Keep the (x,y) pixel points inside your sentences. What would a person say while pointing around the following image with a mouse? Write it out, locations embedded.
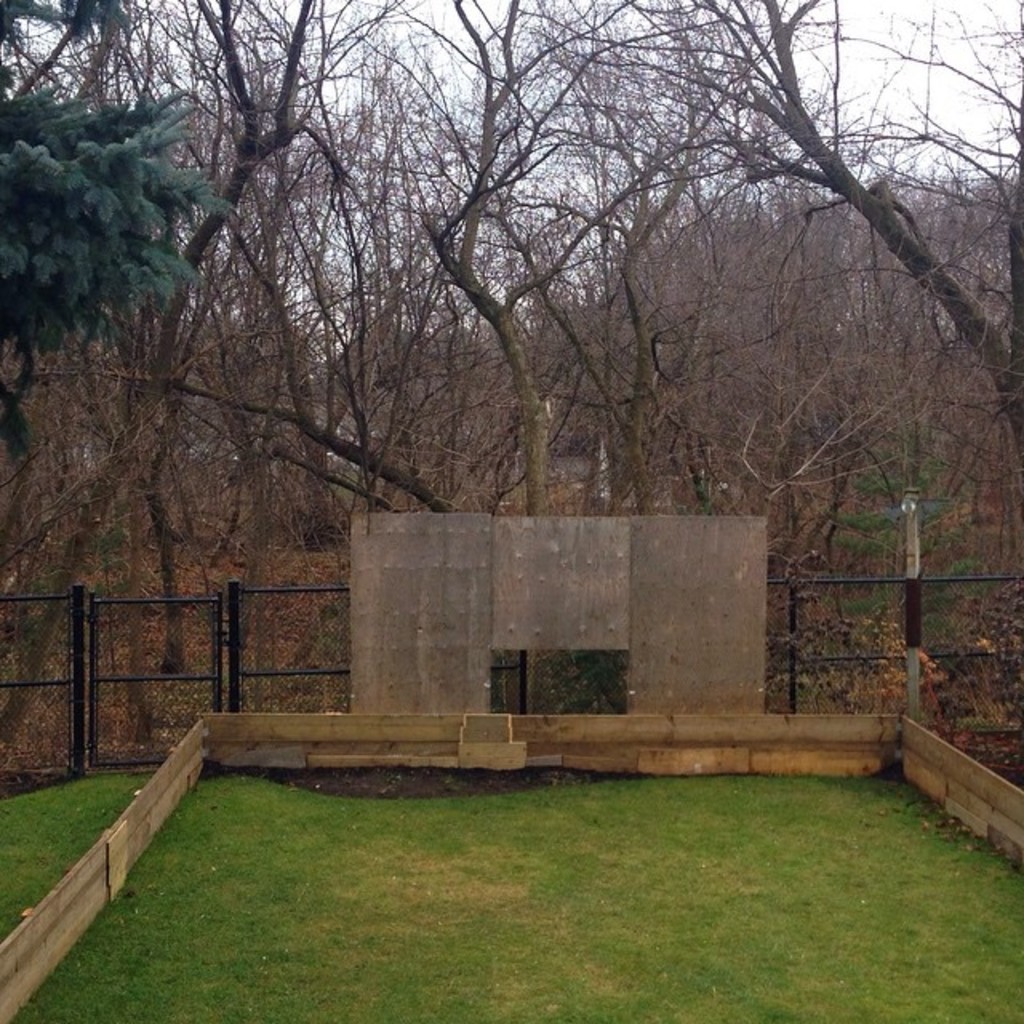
In the picture we can see a grassy surface (731,1010) around it, we can see a wooden wall (82,871) and behind it, we can see a wooden board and behind it, we can see a fencing wall (117,756) and behind it, we can see many dried trees (657,442) and on the top of it we can see a part of the sky (1022,72).
